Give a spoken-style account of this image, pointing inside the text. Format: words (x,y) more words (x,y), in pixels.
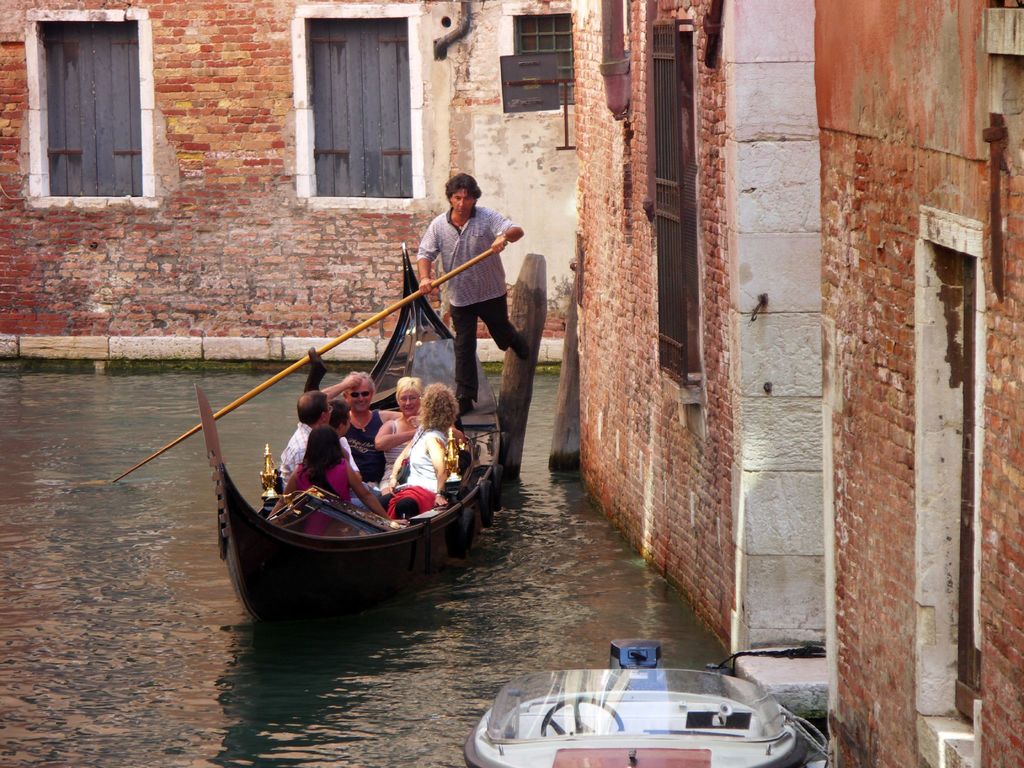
In this picture, we see people (312,435) are riding the boat (405,375). The man (451,291) in the white T-shirt (480,210) is holding a paddle stick (453,272) in his hand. Beside him, we see a building (701,342) which is made up of bricks (646,355). At the bottom (582,688), we see water (581,661) and a boat (647,686). In the background (294,127), we see a building (233,216) which is made up of bricks (294,259).
